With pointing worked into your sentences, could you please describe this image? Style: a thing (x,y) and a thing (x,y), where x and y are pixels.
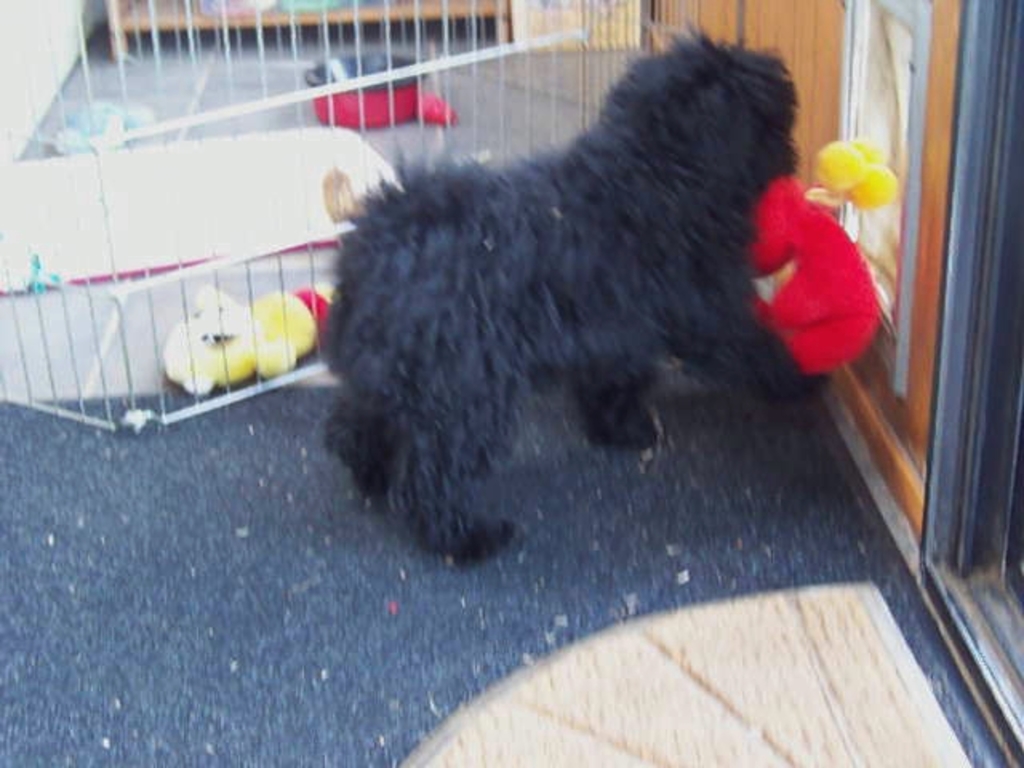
In this image we can see a dog (421,205), there are toys (775,219), railing (369,79), and a bowl (381,89), also we can see the wall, and the mat (578,649).
